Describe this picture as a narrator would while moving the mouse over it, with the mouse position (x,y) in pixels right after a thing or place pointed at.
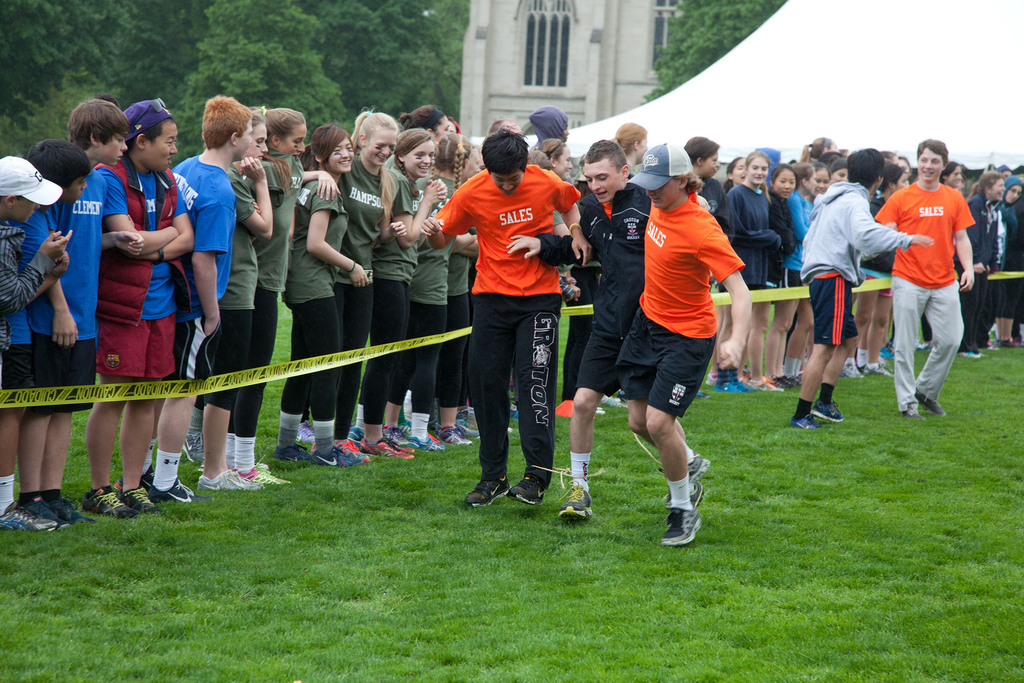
In this picture there are three boys (453,201) in the center of the image (550,247), on the grassland (503,497) and there are other people (118,415) those who are standing in series behind them and there is a building (527,82) at the top side of the image (617,30) and there are trees (234,10) in the background area of the image (200,125).
